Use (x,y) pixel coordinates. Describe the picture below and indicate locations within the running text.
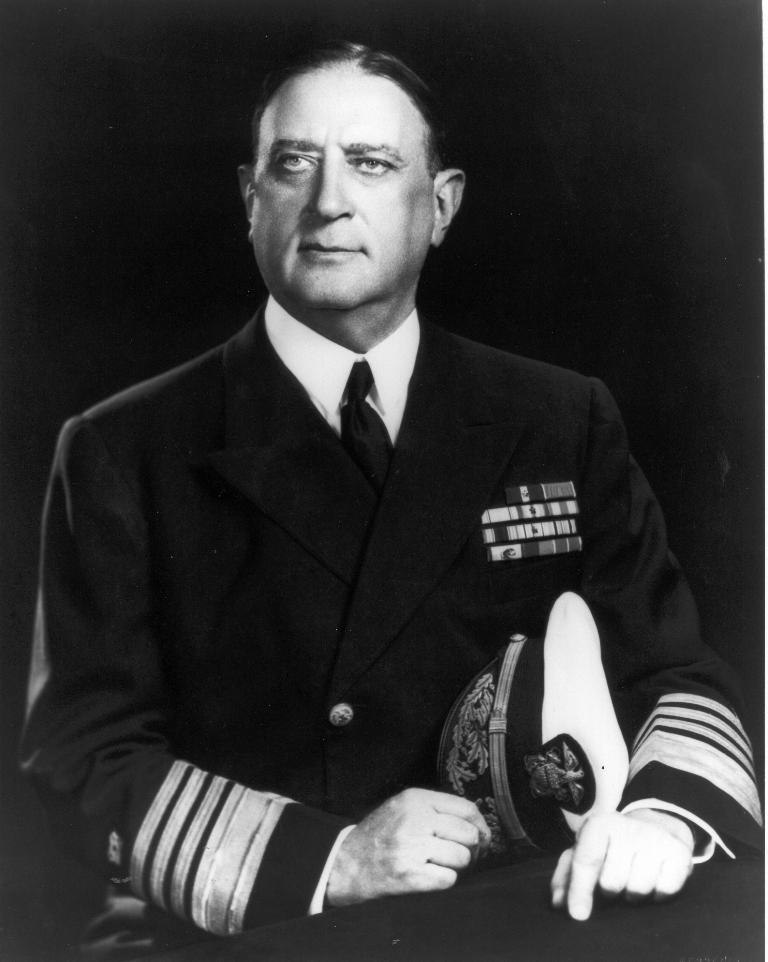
This is a black and white image. Here I can see a man (387,501) wearing suit (358,731), holding a cap (556,719) in the hand (438,828), sitting and looking towards the left side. The background (136,278) is in black color.
